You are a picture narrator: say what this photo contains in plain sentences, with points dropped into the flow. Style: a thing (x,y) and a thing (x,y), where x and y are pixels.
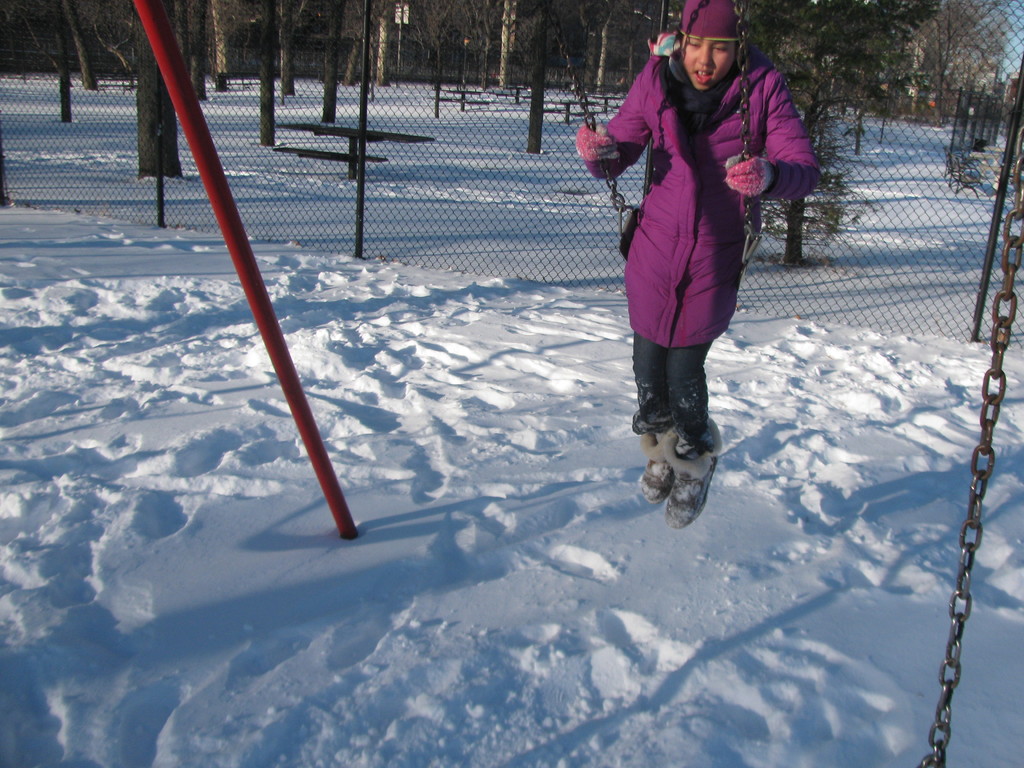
In this image we can see a person (696,132) wearing coat (711,186), cap (731,21) and gloves (738,179) is sitting in a swing (747,106). To the left side (237,235) we can see a pole (310,413) placed in the snow (363,565). To the right side (989,444), we can see a chain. In the background (989,332), we can see a fence (292,186) and a group of trees (850,42).
